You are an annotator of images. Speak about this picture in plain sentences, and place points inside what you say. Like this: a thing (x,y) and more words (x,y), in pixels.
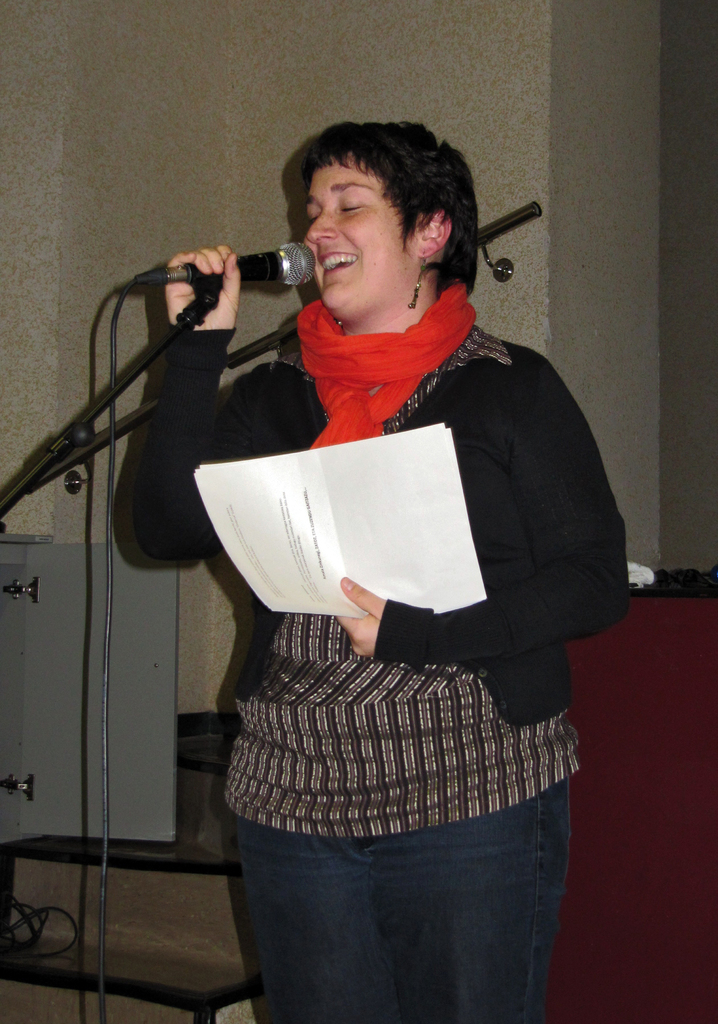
In this image we can see a lady (521,646) wearing black jacket (484,393) and red scarf (384,385) is holding a papers (338,527) in her hand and singing through the mic (295,283). In the background (209,855) we can see stairs (196,965).
